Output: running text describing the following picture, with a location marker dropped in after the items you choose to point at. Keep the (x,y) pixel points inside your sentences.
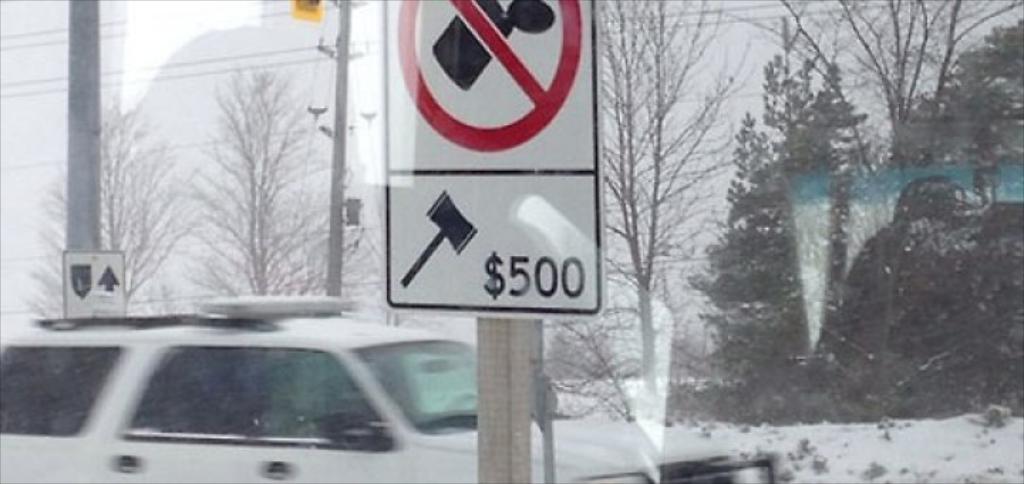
In this image we can see a sign board (502,297) to a wooden pole (527,353). We can also see a car (232,390), some poles (330,276), wires (267,54), a group of trees (901,303), boards (80,260), snow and the sky (254,71) which looks cloudy.
